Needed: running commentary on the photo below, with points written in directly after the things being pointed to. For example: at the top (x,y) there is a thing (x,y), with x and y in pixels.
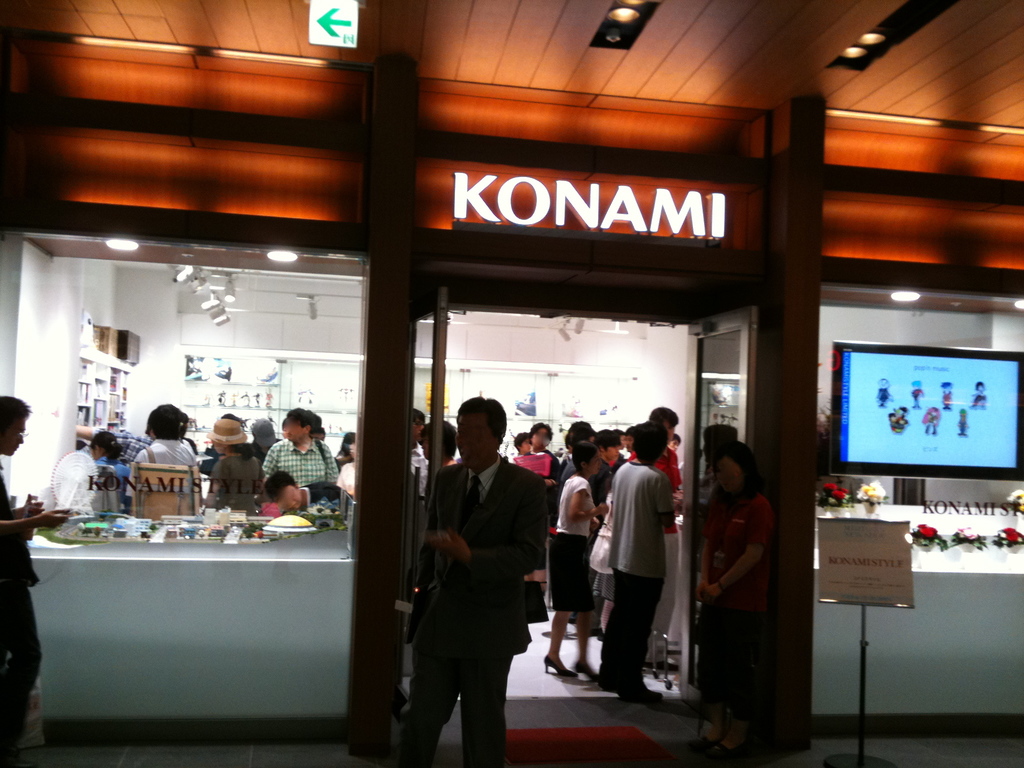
In this picture we can see a group of people (453,496), door (415,522), board (873,543), bouquets (963,534), screen (890,449), shelves (742,403) and some objects (228,366), wall (311,343), lights (566,335) are there. At the top of the image (551,29) there is a roof (560,27). At the bottom of the image (560,747) there is a floor (563,683).
